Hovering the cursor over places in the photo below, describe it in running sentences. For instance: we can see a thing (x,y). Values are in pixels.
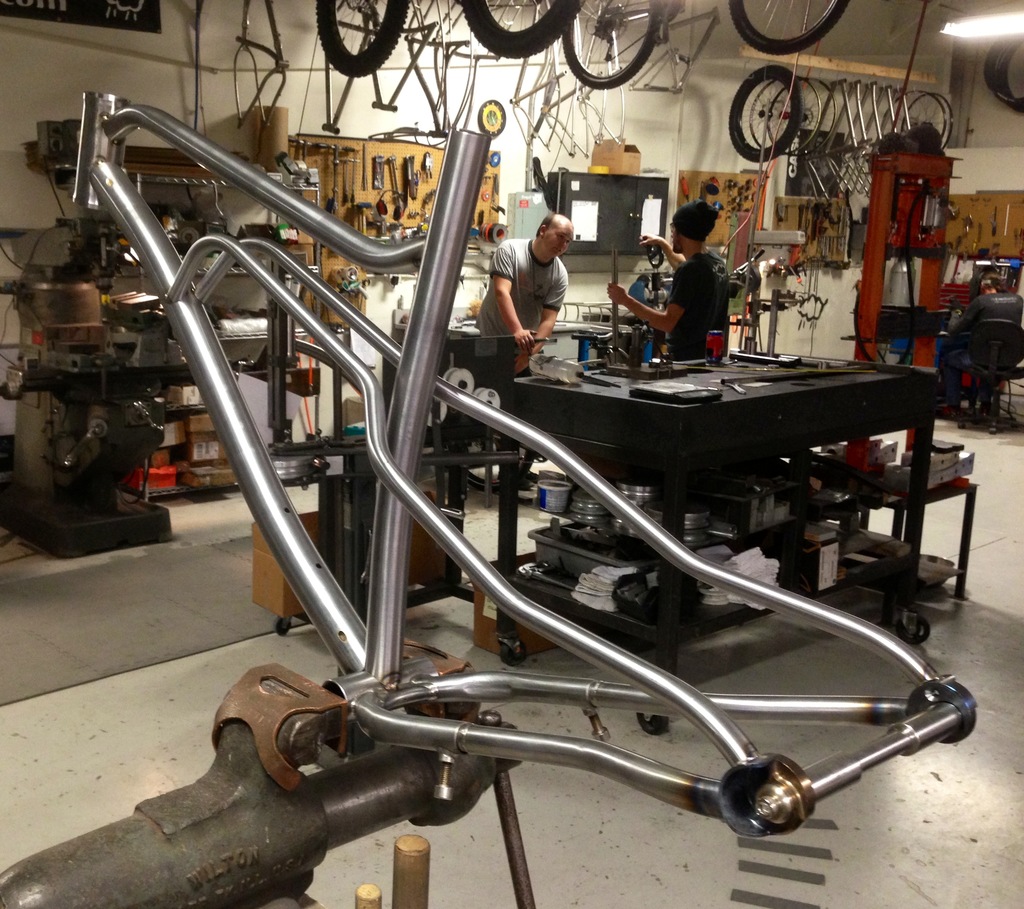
This picture is clicked inside. On the right (701,699) we can see the metal object (401,551). In the center (512,313) there are some objects (764,380) placed on the top of the table (921,375) and we can see the two persons (500,303) standing on the ground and working and we can see a person (967,310) sitting on the chair (1008,344) and seems to be working. At the top (391,7) we can see the tires (549,27) are hanging and we can see the tools (406,158) are hanging on the wall (405,92) and there are many number of objects (33,244) placed on the ground (936,514) and we can see the light (984,25).
